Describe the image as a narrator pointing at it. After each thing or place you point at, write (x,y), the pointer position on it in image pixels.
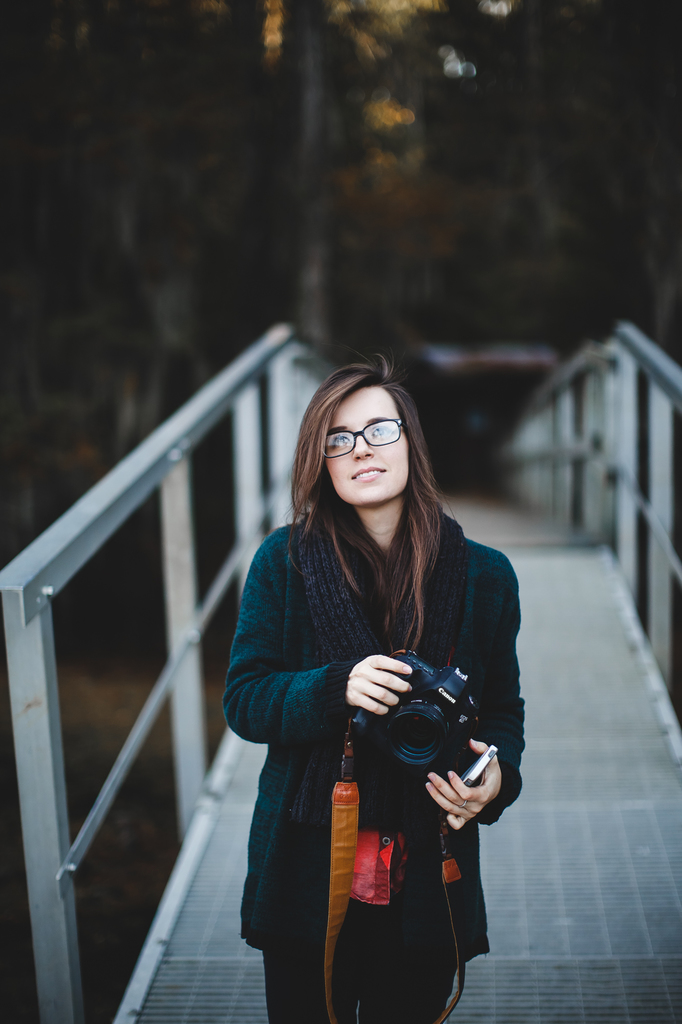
This picture is clicked outside. In the center (306,438) there is a woman (319,504) holding a mobile phone (491,756) and a camera (403,715) and standing. In the background (543,528) we can see a bridge (514,500) and a guardrail (275,372) and some other items (500,173).
